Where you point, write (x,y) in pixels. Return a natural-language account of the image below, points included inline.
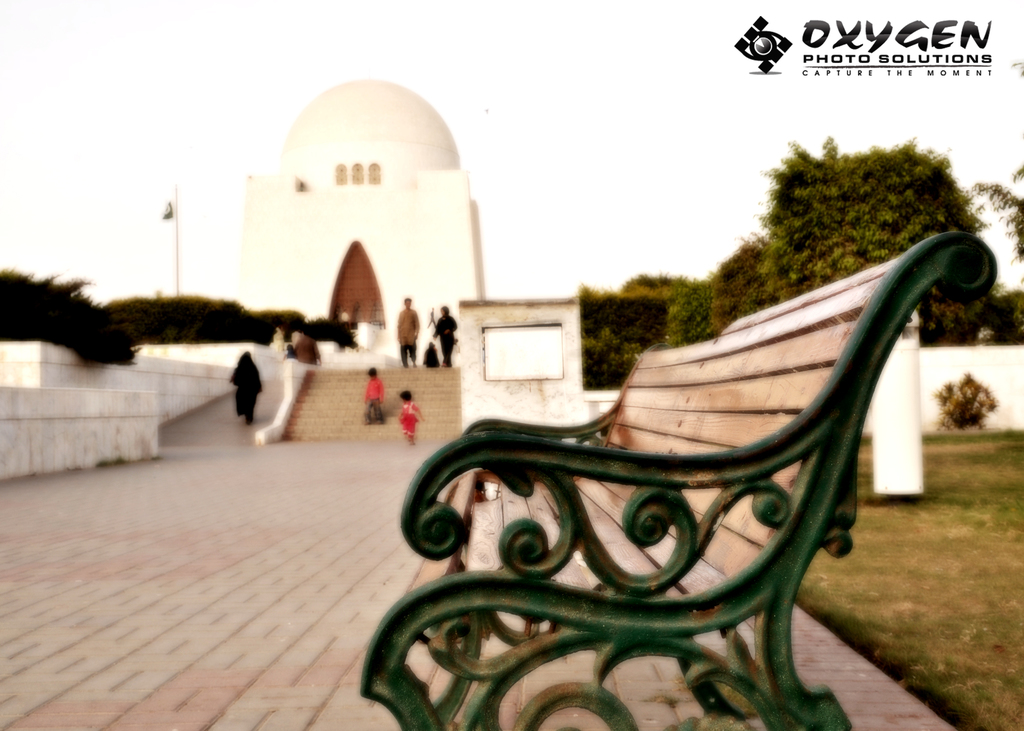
There is a bench (598,507) on the floor (218,660) beside the bench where is grassland (943,559), There are two kids (375,398) coming down from steps (361,397) and another two persons (409,314) are walking towards the steps (440,385). The arab woman (251,365) walking beside the steps (309,403). There is flag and flagpole (176,217). The building (259,264) has three windows (362,182) and one big door (356,275).
